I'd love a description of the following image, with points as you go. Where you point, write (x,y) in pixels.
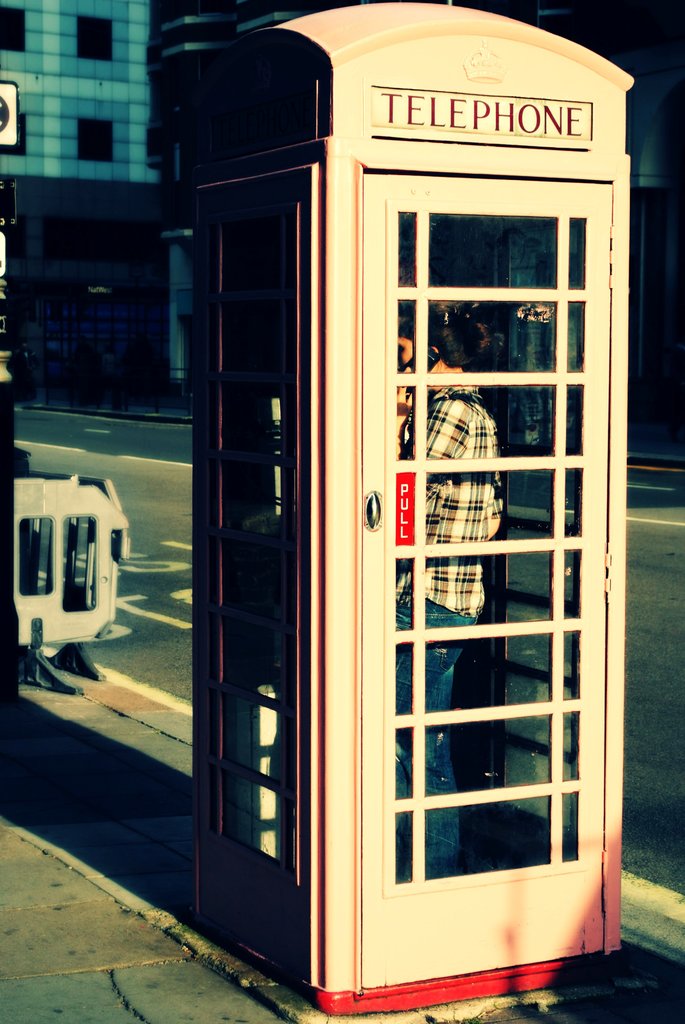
In this picture we can see a telephone booth (349,407), there is a person (456,519) in the booth (382,258), in the background (154,70) there is a building (107,97).
